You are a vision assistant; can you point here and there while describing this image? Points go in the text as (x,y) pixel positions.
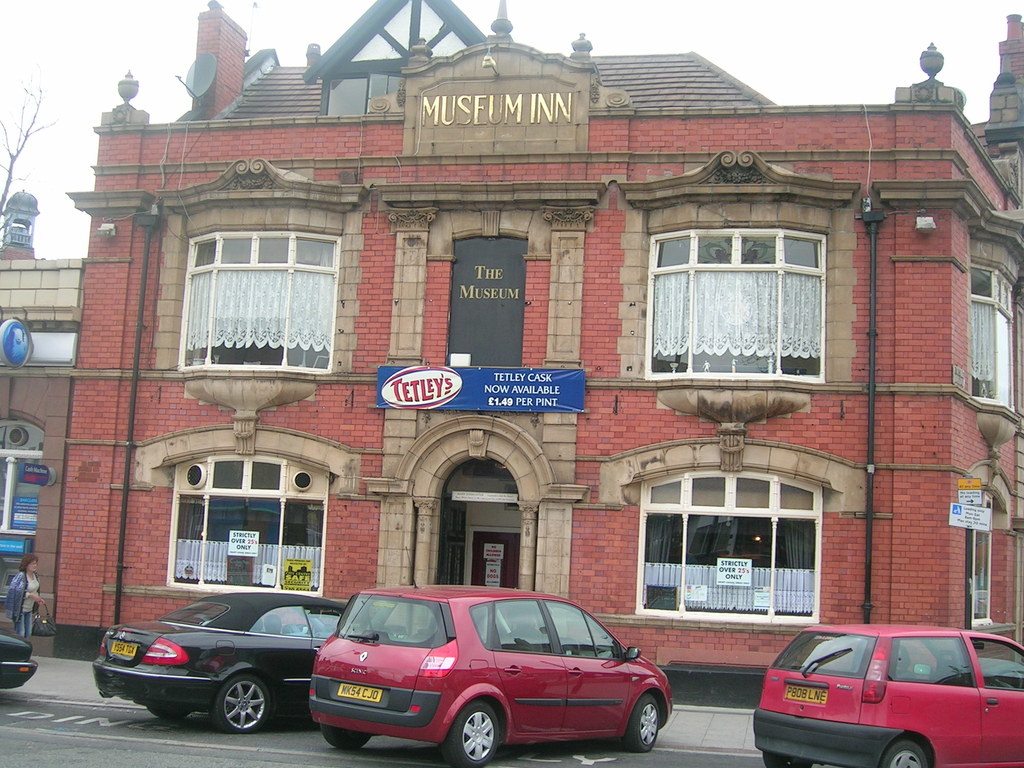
In this image we can see a building (608,397). In front of the building (402,434) cars (269,653) are there on road (142,739). Left side of the image (11,144) one dry tree (11,161) is present.
